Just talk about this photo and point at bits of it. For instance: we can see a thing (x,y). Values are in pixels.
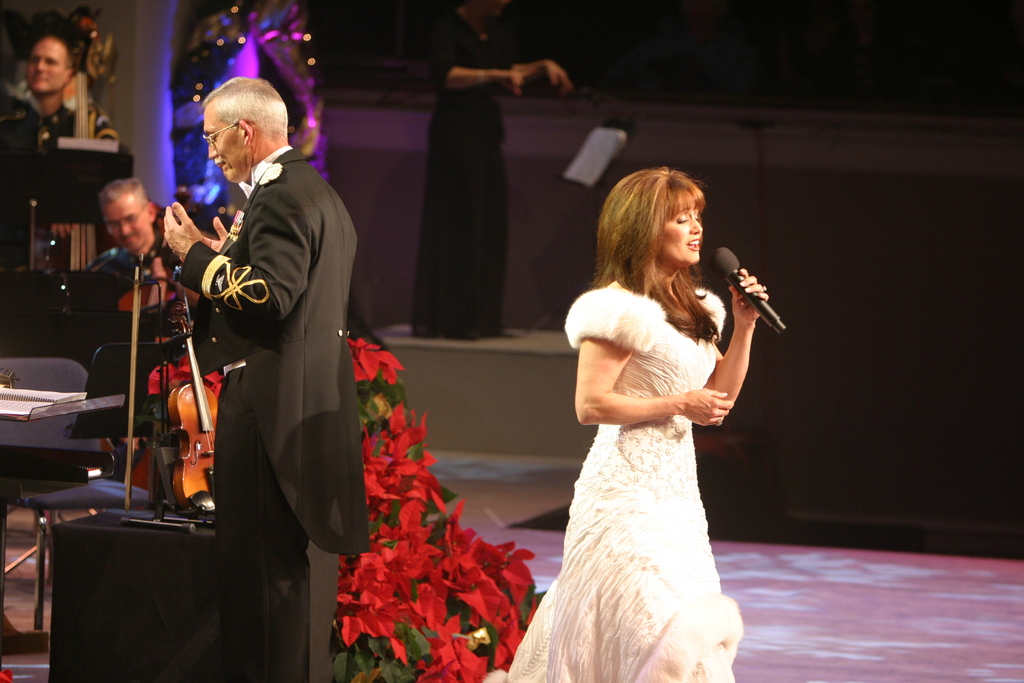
In this picture there is a woman (602,599) standing and holding the microphone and there is a man (254,549) standing. At the back (178,481) there are two people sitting and there is a book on the table (29,466) and there are musical instruments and chairs (49,505) and speakers (153,638) and there is a person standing and there is an object (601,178). At the bottom (860,598) there is a floor (837,598).
